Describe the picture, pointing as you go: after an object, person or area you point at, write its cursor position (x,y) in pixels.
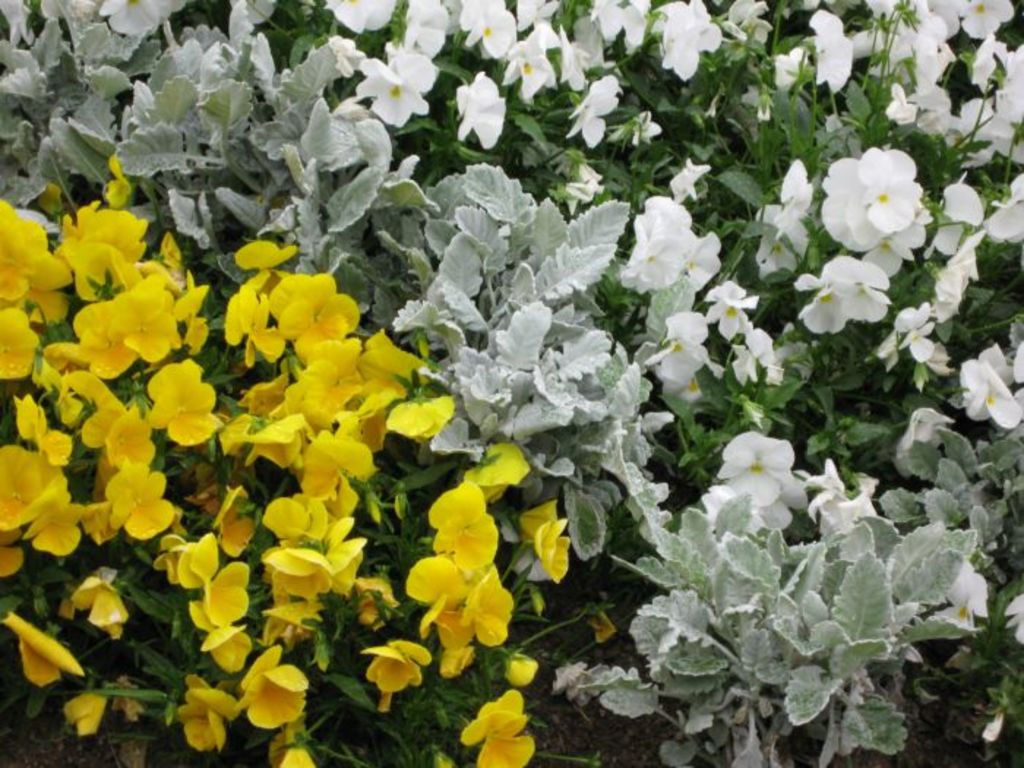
In this image we can see a bunch of flowers (500,446) with some leaves (560,474).
